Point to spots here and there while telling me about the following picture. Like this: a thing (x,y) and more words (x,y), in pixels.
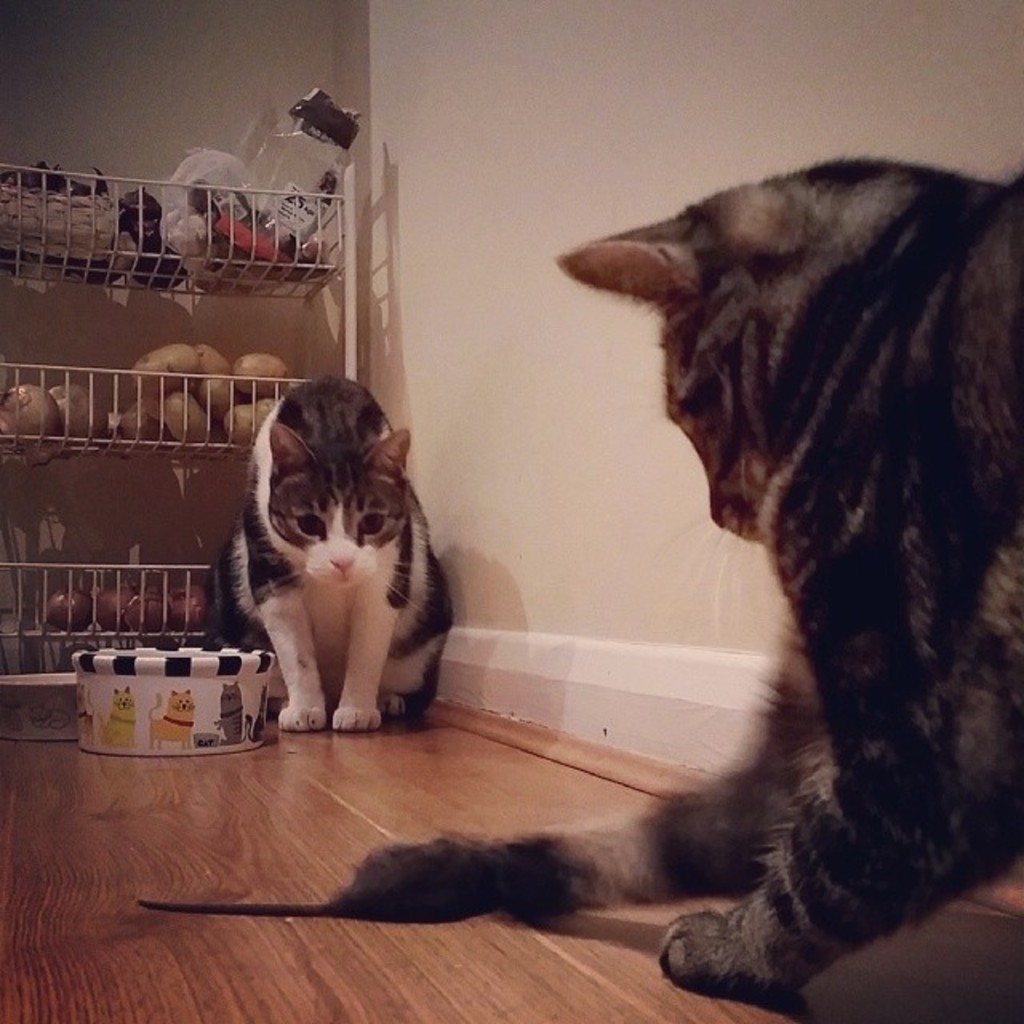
This is an inside view of a room (289,837). Here I can see two cats (891,528) are sitting on the floor (269,835). Beside the cat (338,598) I can see a white color box (156,689). On the left side (118,441) there is a rack (114,334) in which few potatoes (151,413), onions (151,603) and some other objects (63,214) are placed. In the background (434,28), I can see the wall (380,28).
